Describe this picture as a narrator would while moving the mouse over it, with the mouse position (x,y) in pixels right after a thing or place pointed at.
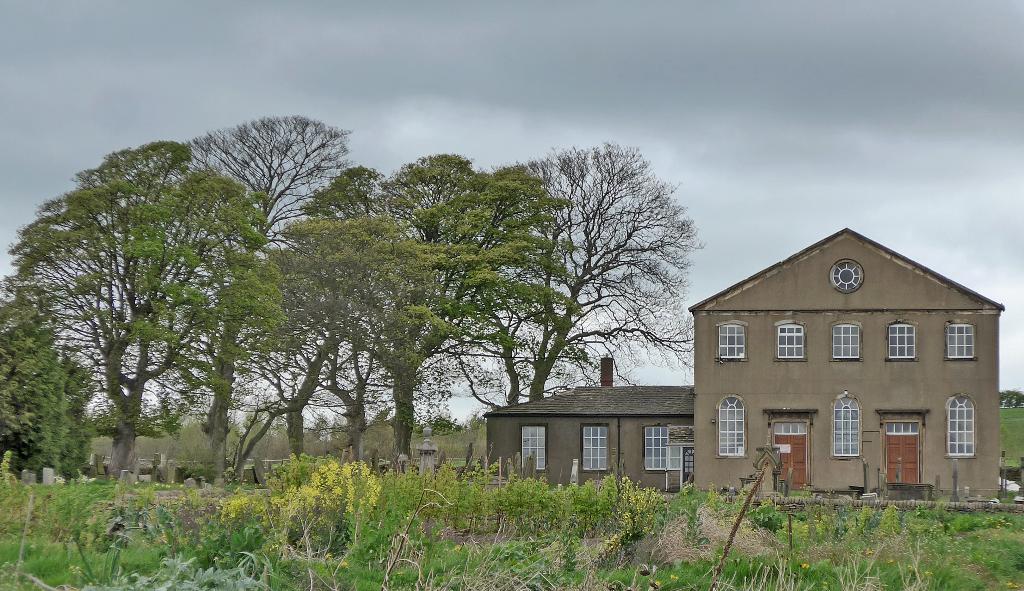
This looks like a house (599,433) with windows (909,330) and doors (804,454). I think this is the graveyard (474,477). These are the trees (99,381) and plants (568,523). I can see the clouds (621,129) in the sky (729,133).
